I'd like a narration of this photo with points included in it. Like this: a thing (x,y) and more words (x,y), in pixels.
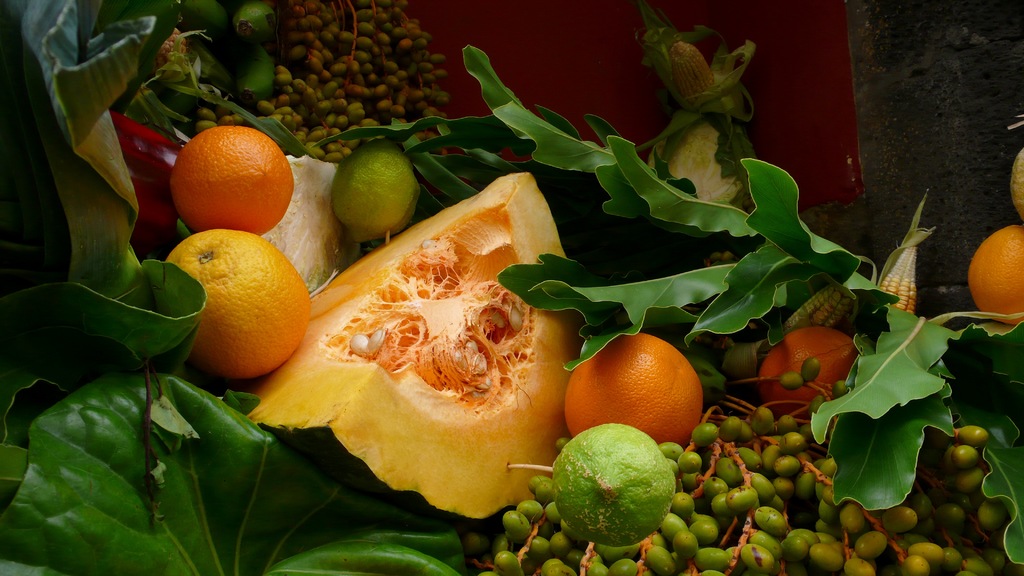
In this picture there are various fruits (230,278) like oranges (651,348), lemon (590,448), pumpkin (455,336), corn (674,87), leaves (714,218) and other fruits (759,494).
